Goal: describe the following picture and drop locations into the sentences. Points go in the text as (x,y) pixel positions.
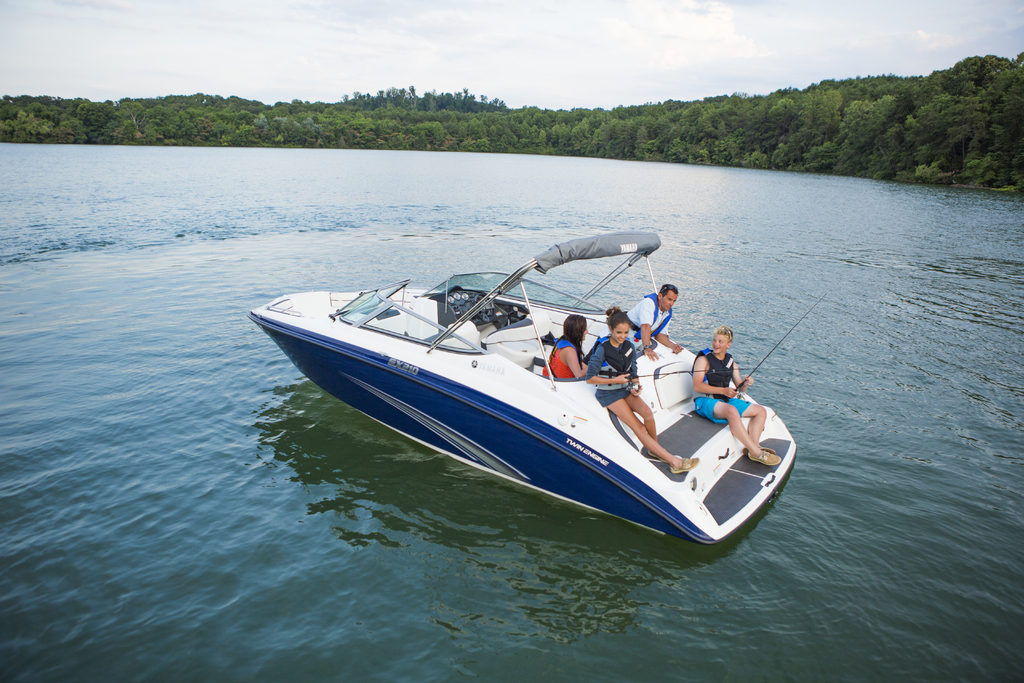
In the foreground of this picture (728,426), there is a boat (533,389) and four persons (617,378) on it. In the background (308,216), we can see water (172,300), trees (591,128), and the cloud (869,63).
